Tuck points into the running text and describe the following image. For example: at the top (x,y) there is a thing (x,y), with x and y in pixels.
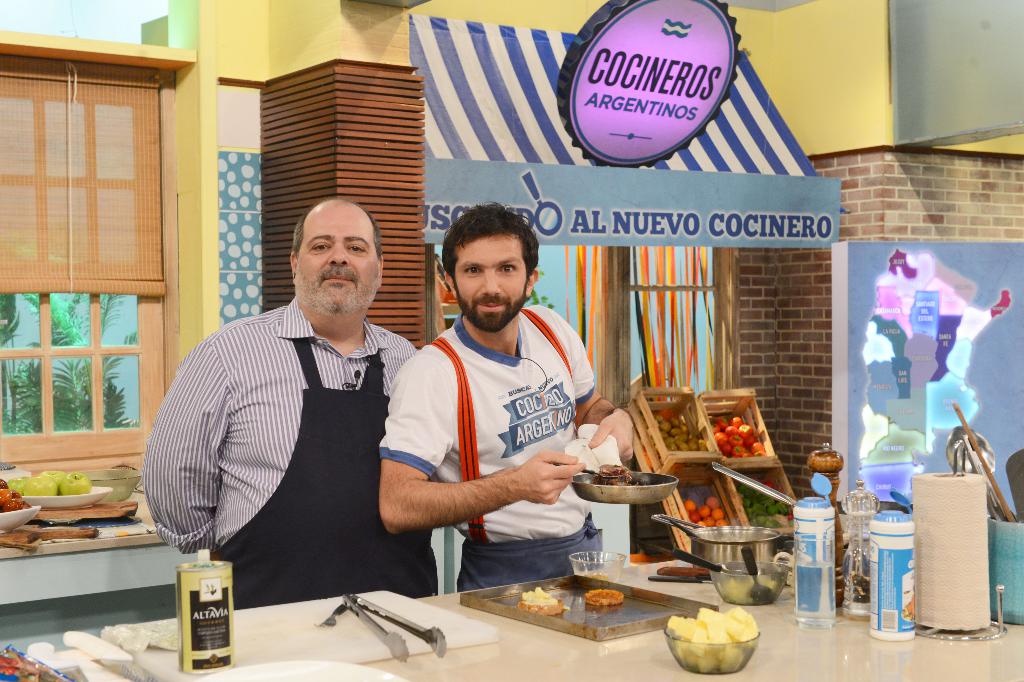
It is a kitchen (400,317) and there are two men (459,447) standing in front of the kitchen table (857,658), the first person (569,425) is holding a pan (587,487) in his hand (560,470), both of them are posing for the photo and on the table (464,612) there are utensils (857,576), cooking items (585,616), chopping pad (301,617), knife (84,643) and many other things (526,597). Behind the people (488,423) there are a lot of vegetables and behind the vegetables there is a window (605,275).
